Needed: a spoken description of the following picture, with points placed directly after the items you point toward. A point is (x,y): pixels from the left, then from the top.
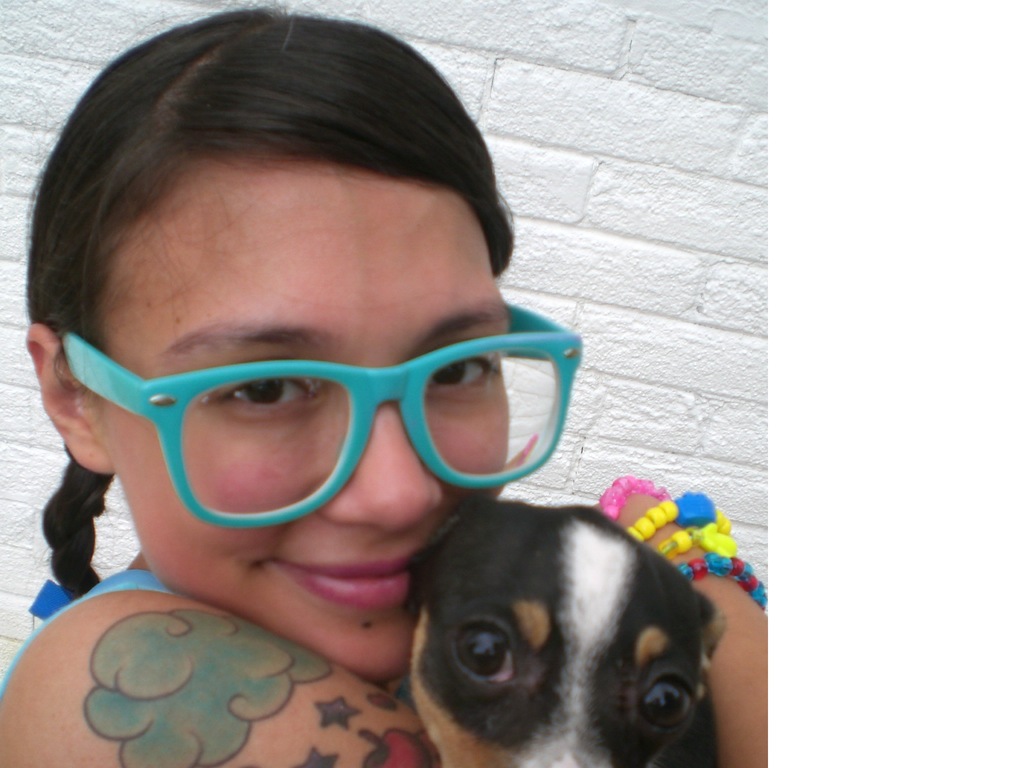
This image consists of a girl (417,504) holding a dog (599,583). She is wearing the specs (204,445). In the background (572,152), we can see a wall (717,324) in white color.
